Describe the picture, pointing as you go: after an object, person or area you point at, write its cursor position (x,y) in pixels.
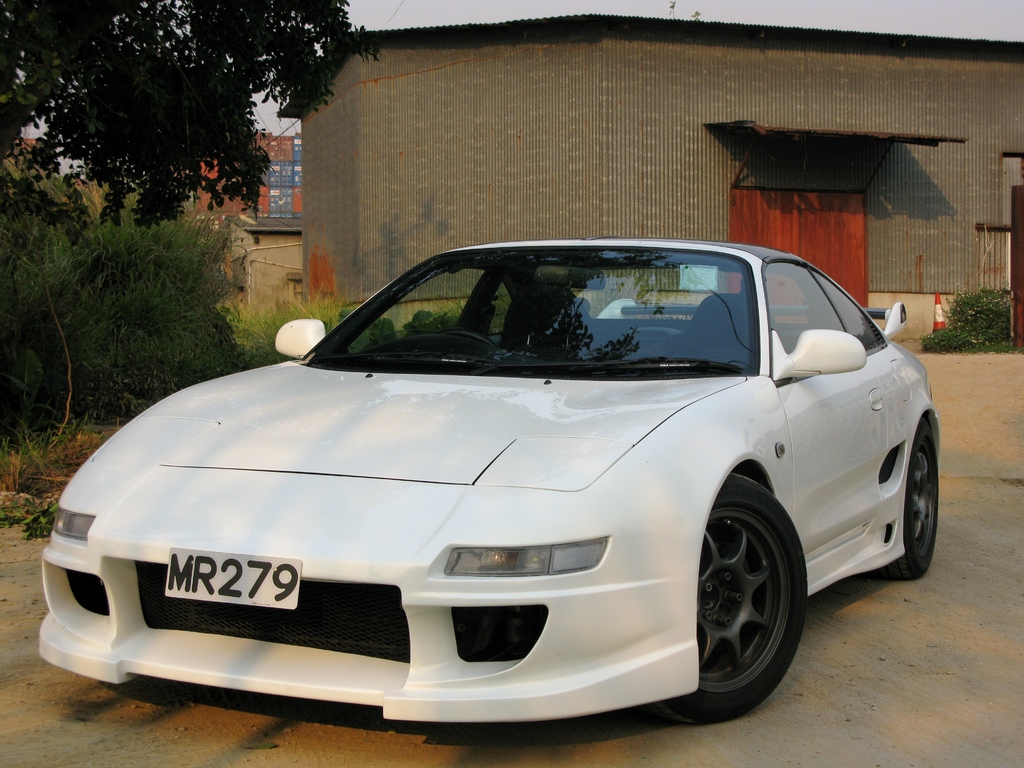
In this image there is a white car (633,499) in the middle (579,479). In the background (597,133) there is a house (569,129). On the left side (71,141) there are trees (115,183).
